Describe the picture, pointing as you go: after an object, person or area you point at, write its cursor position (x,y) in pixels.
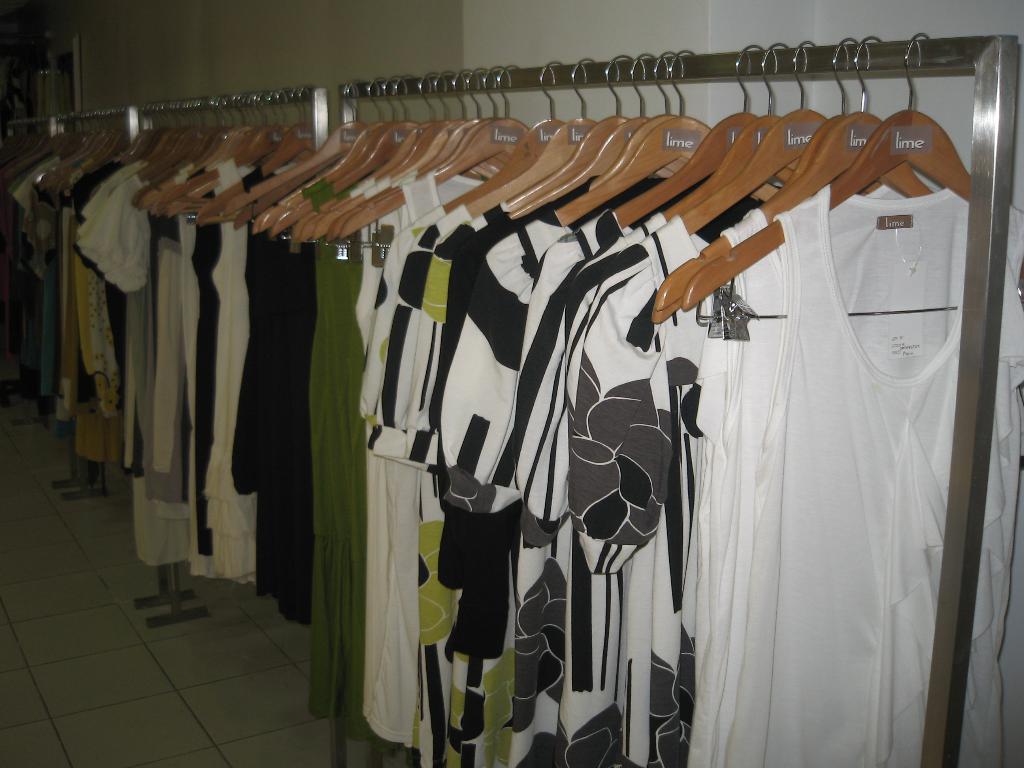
In the picture I can see clothes (514,348) hanging to a metal rods (921,73). In the background (385,99) I can see a wall (341,45).
